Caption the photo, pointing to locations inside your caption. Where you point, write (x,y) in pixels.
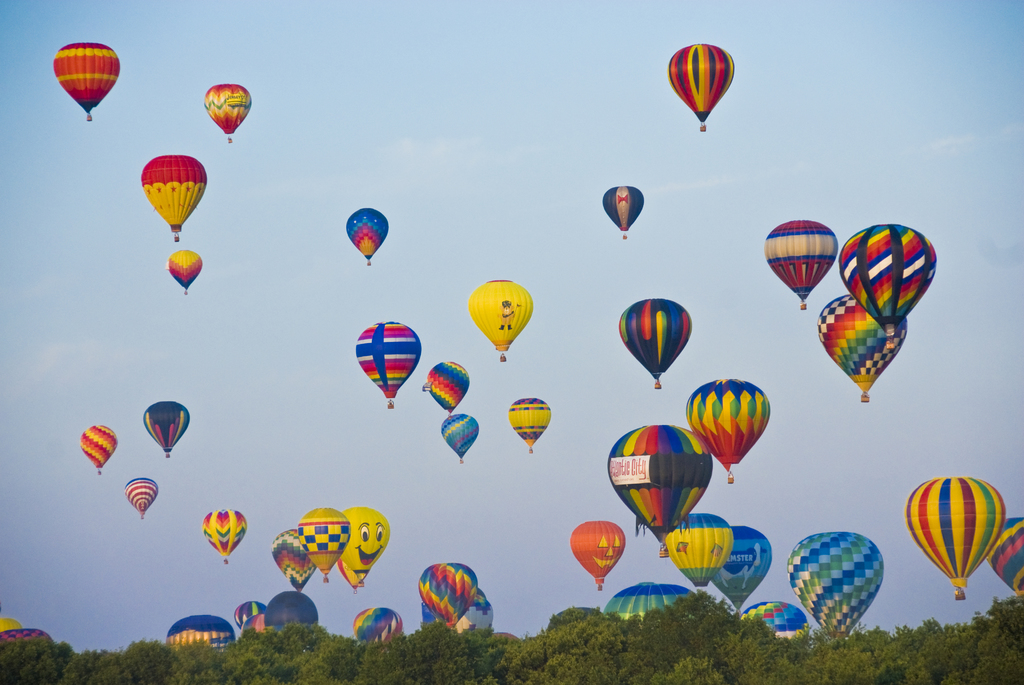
This picture is clicked outside the city. In the foreground (926,641) we can see the objects (635,666) seems to be the trees (453,651). In the center (658,331) we can see the group of hot air balloons (967,497) of different colors are flying in the sky (773,410).
